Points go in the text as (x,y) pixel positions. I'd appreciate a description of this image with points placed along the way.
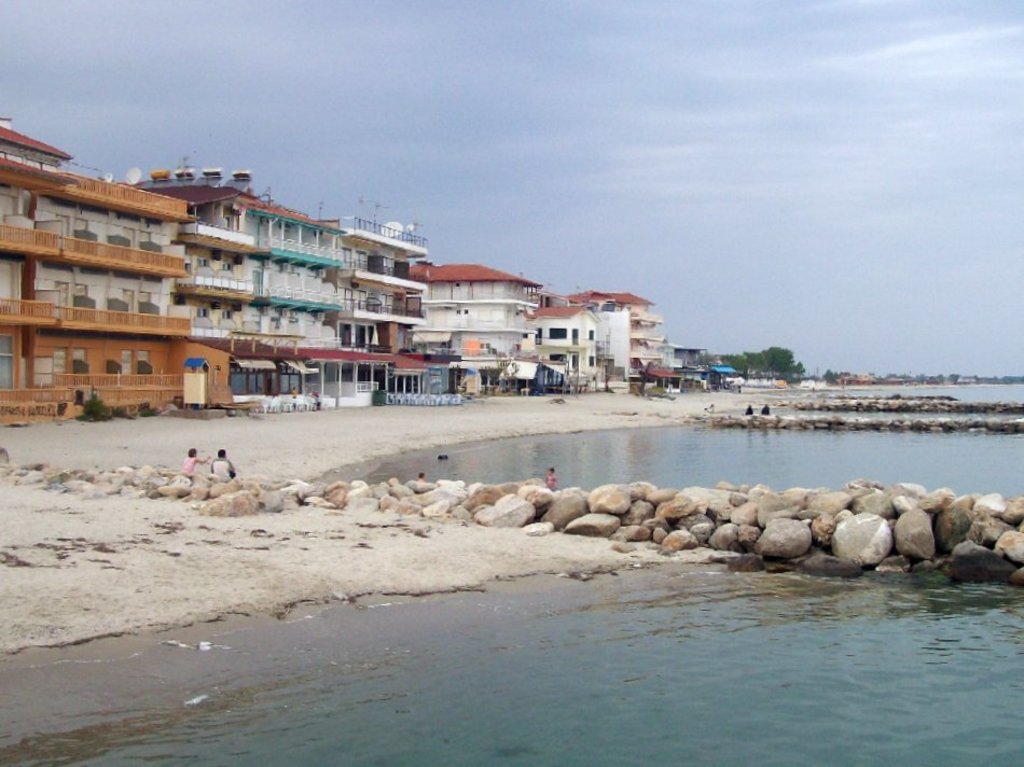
In this image, we can see buildings (432,302) and trees (780,357) and we can see some people (222,453). At the bottom (515,642), there is water (588,581) and rocks (671,526).
